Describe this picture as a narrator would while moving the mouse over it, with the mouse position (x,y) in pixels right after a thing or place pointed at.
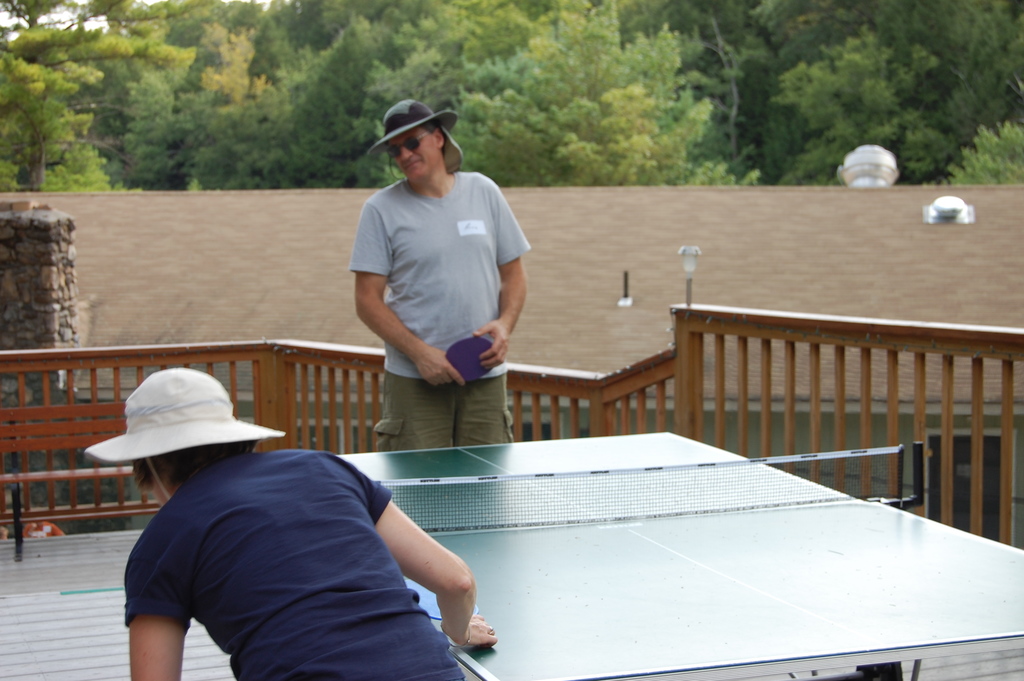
There is a man (442,210) who is standing with a table tennis bat (463,348) in his hand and he also have hat (396,123) on his head (423,131), there is also another person (315,564) who is having a hat (189,430) is playing table tennis on a table tennis court (551,578) where we have net (599,476) in the middle of court (450,471) and in the background (646,163) there are trees (566,87) and a wall (36,242) and a roof (784,215) which has pipe (860,157) attached to it. And we have wooden railings (689,345) to the right corner of the table tennis (708,532).
